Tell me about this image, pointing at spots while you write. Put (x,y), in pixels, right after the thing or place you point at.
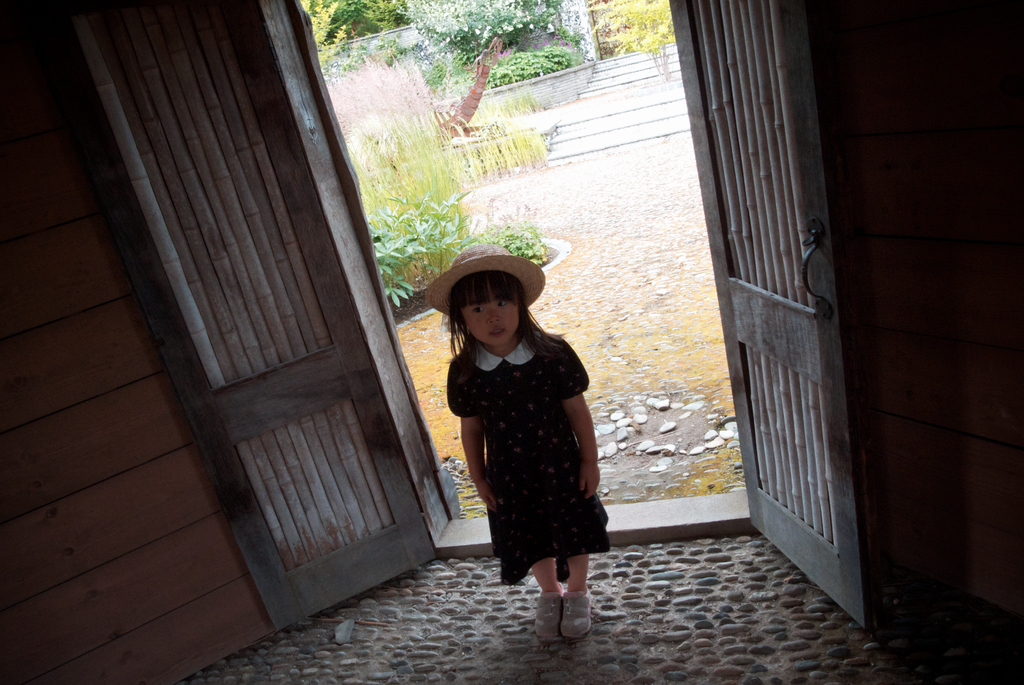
In this image in the middle (524,421) there is a girl (511,397), she wears a dress (526,403), hat (456,277). At the bottom (597,640) there is a floor (685,645). In the middle (532,247) there are doors (723,186), plants (420,185), stones (626,424), staircase (623,119), trees (425,10), wall (413,31).
